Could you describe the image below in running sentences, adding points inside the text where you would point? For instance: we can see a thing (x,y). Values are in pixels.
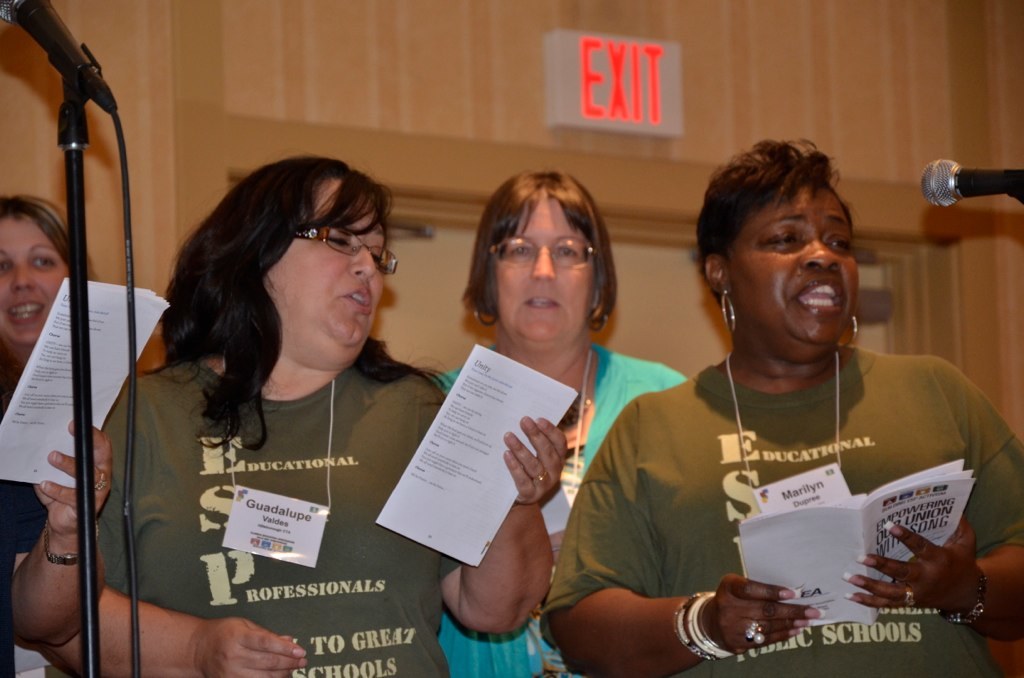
In the image there are few people (839,329), they are standing and singing a song, they are holding some books (466,430) in their hands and behind them there is an exit board (568,74) fit to the wall (395,135).
